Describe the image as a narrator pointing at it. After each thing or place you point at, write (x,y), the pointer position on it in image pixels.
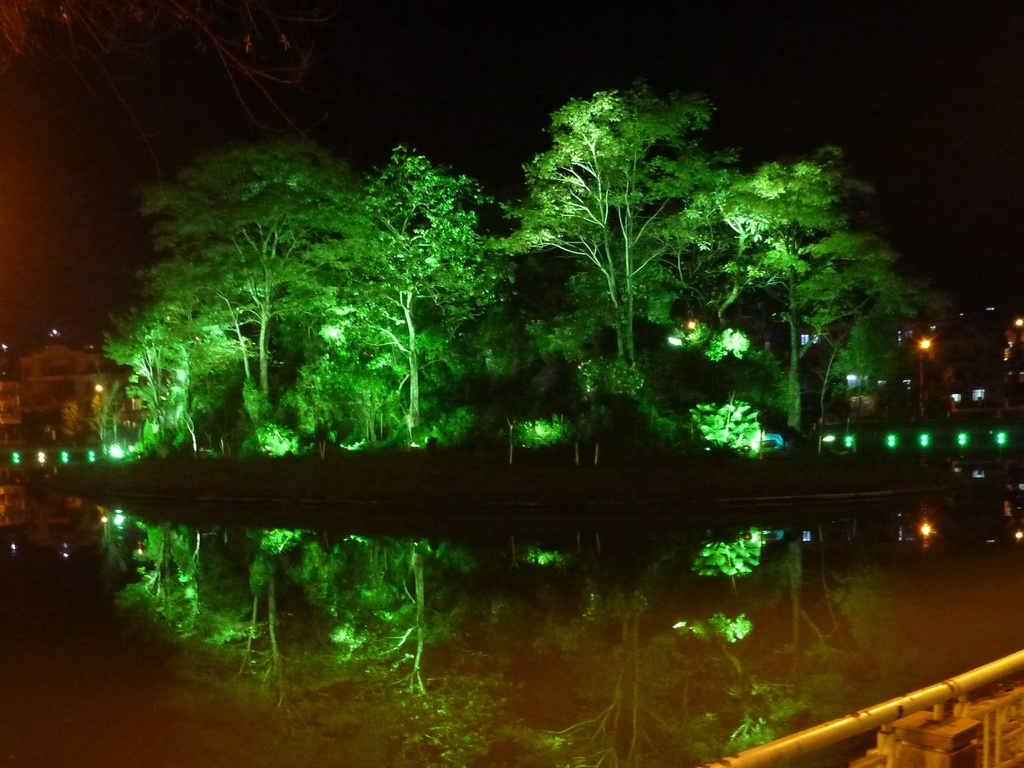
In this picture we can see water (441,708), trees (197,353) and lights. Behind the trees (488,270) there is a sky (916,59).
